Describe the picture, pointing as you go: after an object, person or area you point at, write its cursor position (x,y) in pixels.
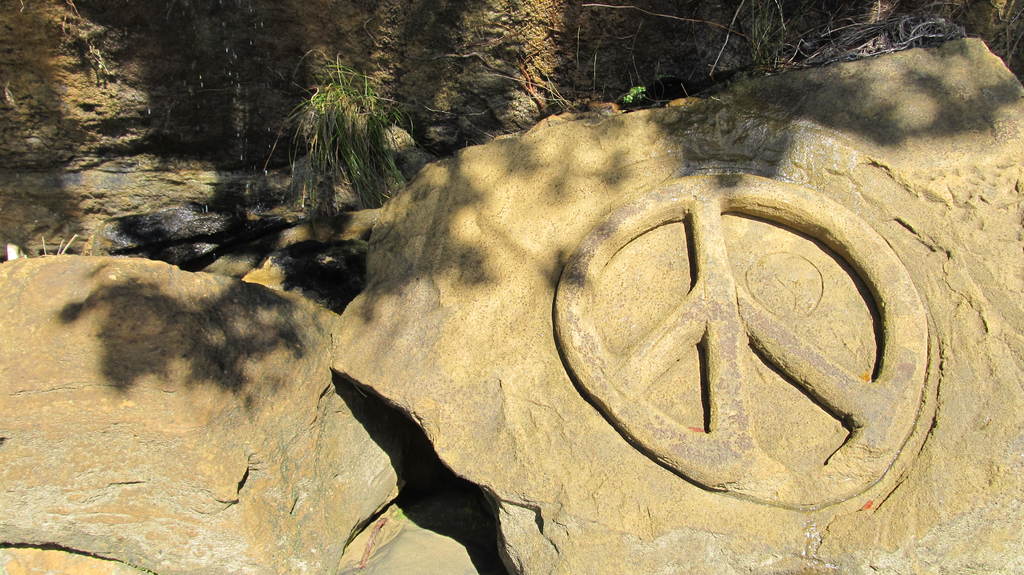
In this picture, there are stones (617,422) at the bottom (773,478). On the right (770,361), there is a symbol (668,276) engraved on it. At the top (156,53), there is another stone (198,37) with plants (329,109) and water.
